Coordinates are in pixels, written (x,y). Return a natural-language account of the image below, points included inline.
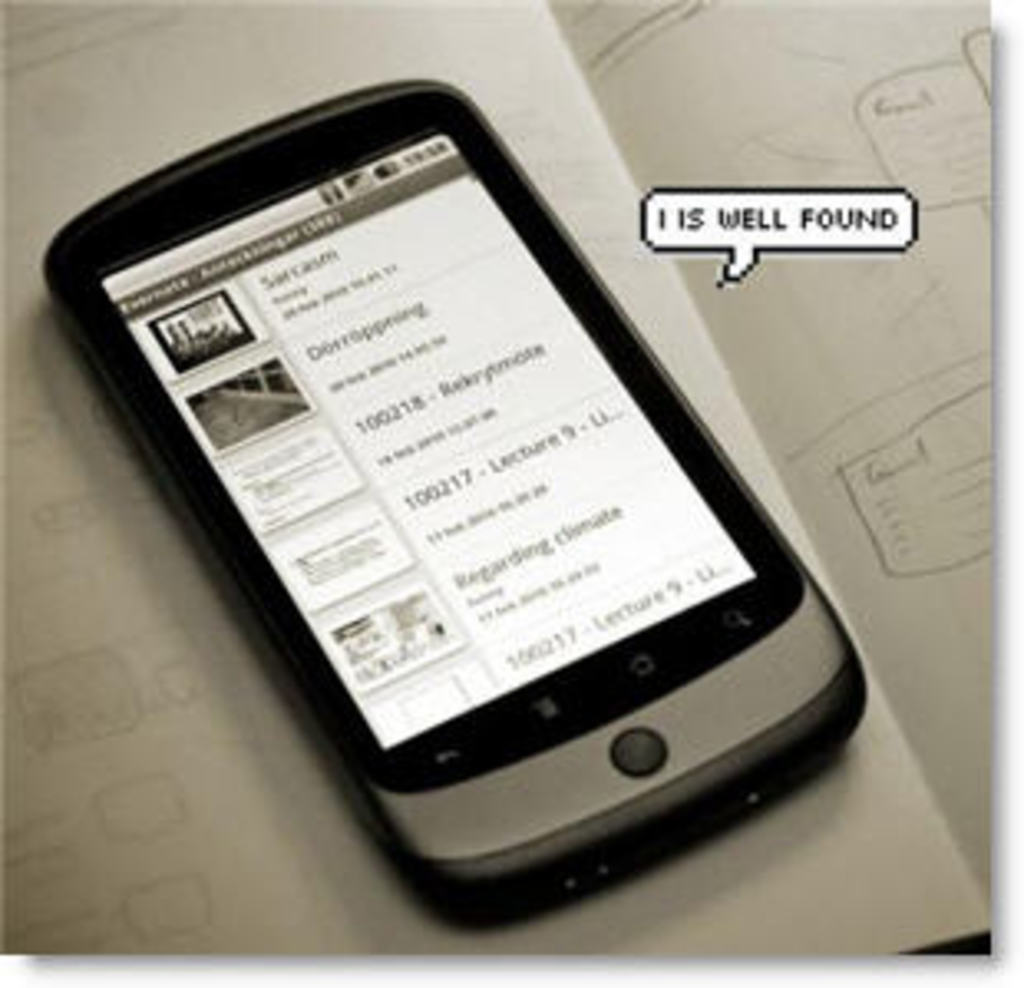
In this image I can see a mobile phone (499,566). I can also see some text (516,562) on the screen (508,476). On the right side (765,226), I can see some text (764,229). In the background (672,261), I can see a book (680,941).
